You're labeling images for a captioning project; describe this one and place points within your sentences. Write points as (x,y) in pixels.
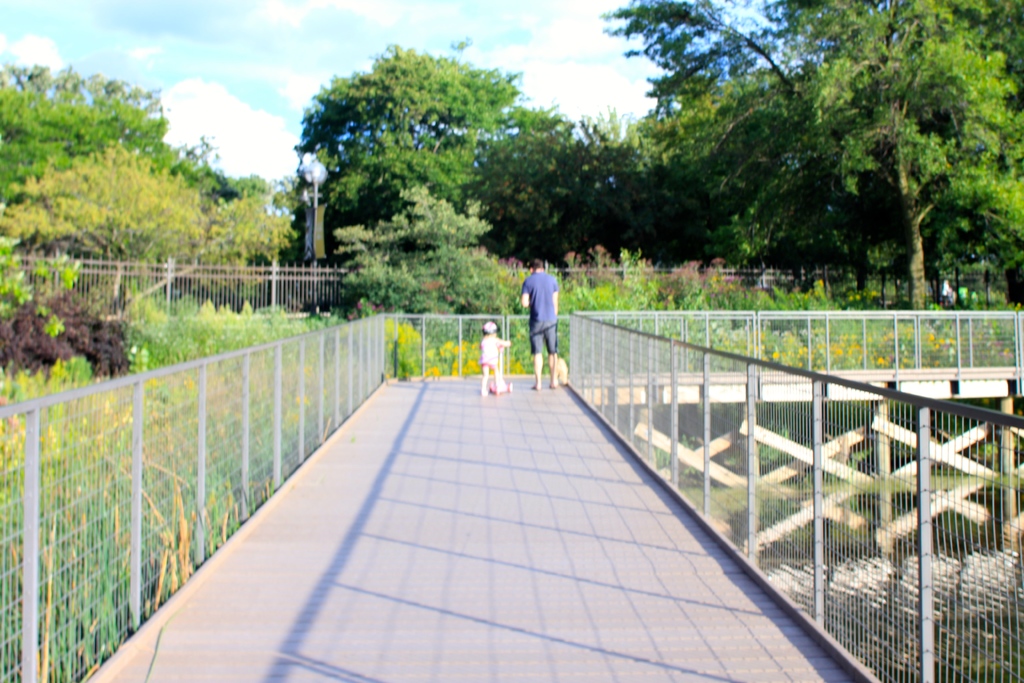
Here we can see a kid (482,364) holding a scooter (497,394) in the hands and a man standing on the bridge (585,366). In the background (587,352) there is a fence (740,270), trees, poles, plants (81,367) with flowers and clouds (136,47) in the sky (136,47).
